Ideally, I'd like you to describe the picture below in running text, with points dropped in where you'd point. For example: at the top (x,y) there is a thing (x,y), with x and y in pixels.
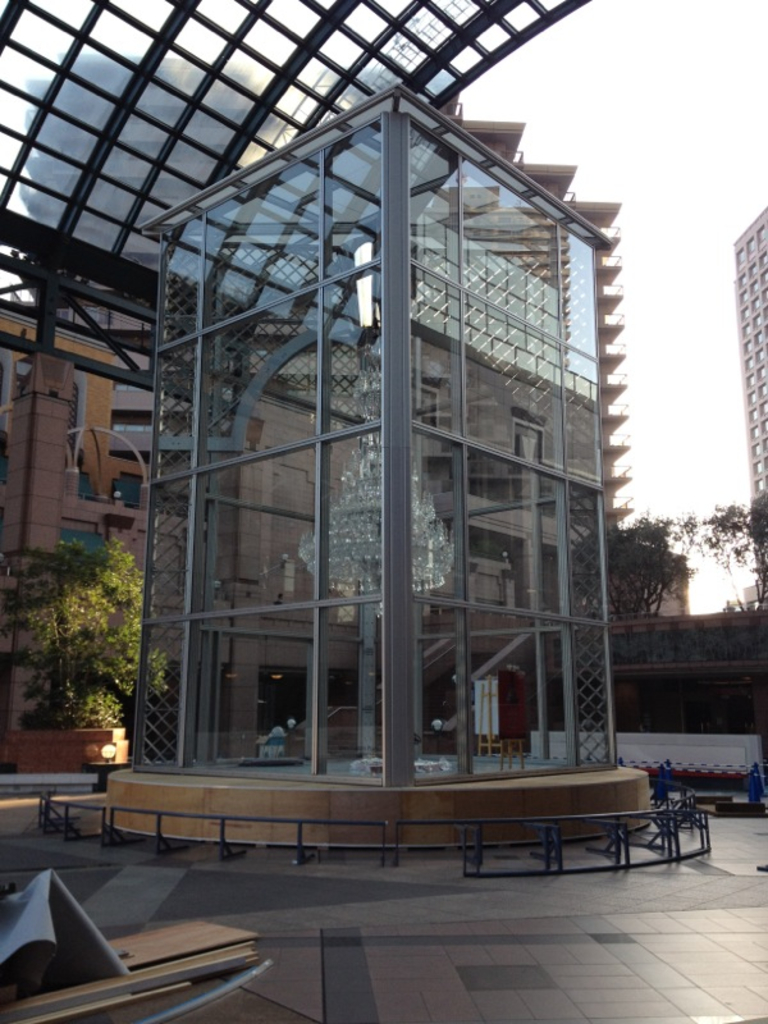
In this picture we can see few buildings (278,287), and we can see a chandelier light (372,411) in the building (299,513), in the background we can see few trees (68,580), metal rods (546,873) and lights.
